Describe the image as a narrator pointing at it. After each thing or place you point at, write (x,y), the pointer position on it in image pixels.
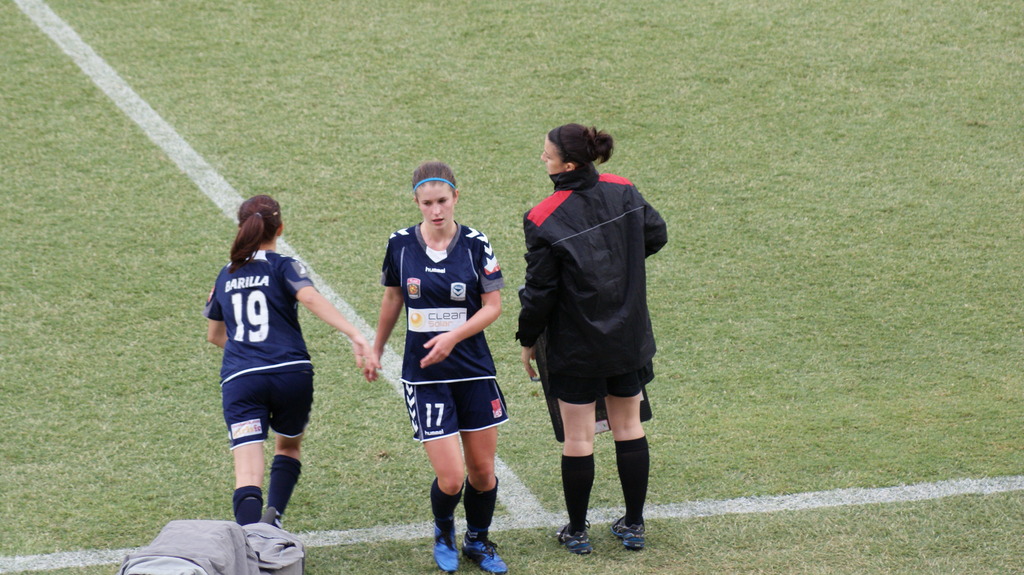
There are players (475,313) standing on the grassland (82,378) in the foreground area of the image (338,443), there is an object (295,556) at the bottom side (192,535).
